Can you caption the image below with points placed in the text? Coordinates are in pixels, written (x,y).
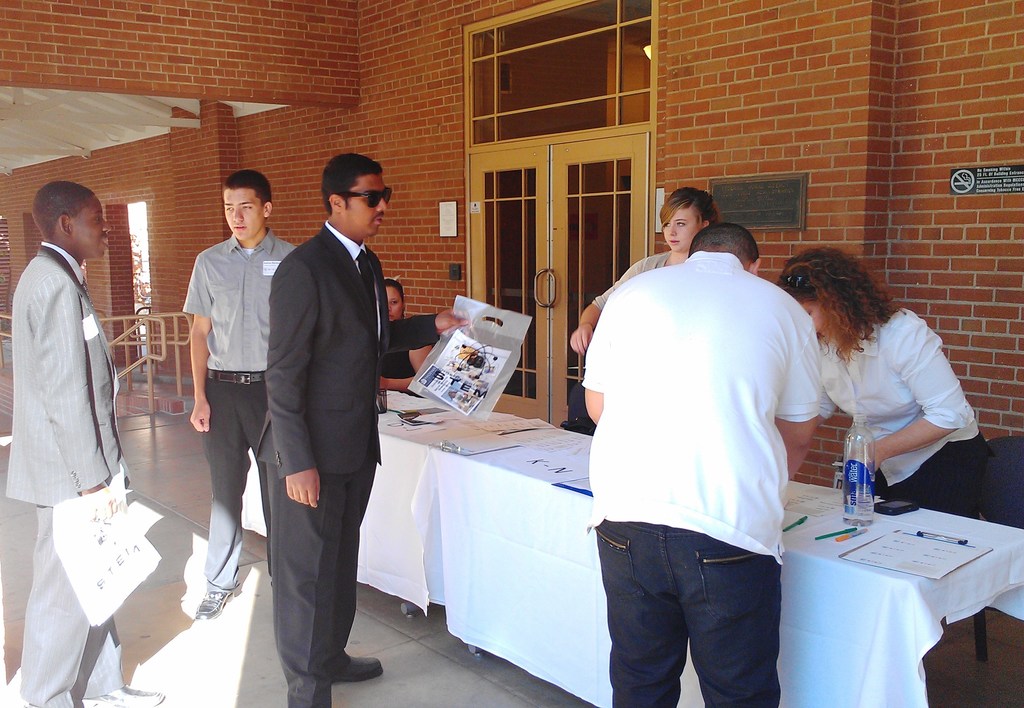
In this image In the middle (509,450) there is a table (830,514) on that there is a bottle (866,509), pens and paper (477,434). In this image there are many people (428,326). On the right (903,348) there is a woman (877,426) she wear white shirt (938,399) and trouser (946,489) her hair (828,304) is curly. On the left (84,473) there is a man (57,415) he wear suit (72,399), trouser (69,601) and shoes (124,697) he is holding a bag (104,540). In the background (646,93) there is a wall (754,97) and door (531,238).
